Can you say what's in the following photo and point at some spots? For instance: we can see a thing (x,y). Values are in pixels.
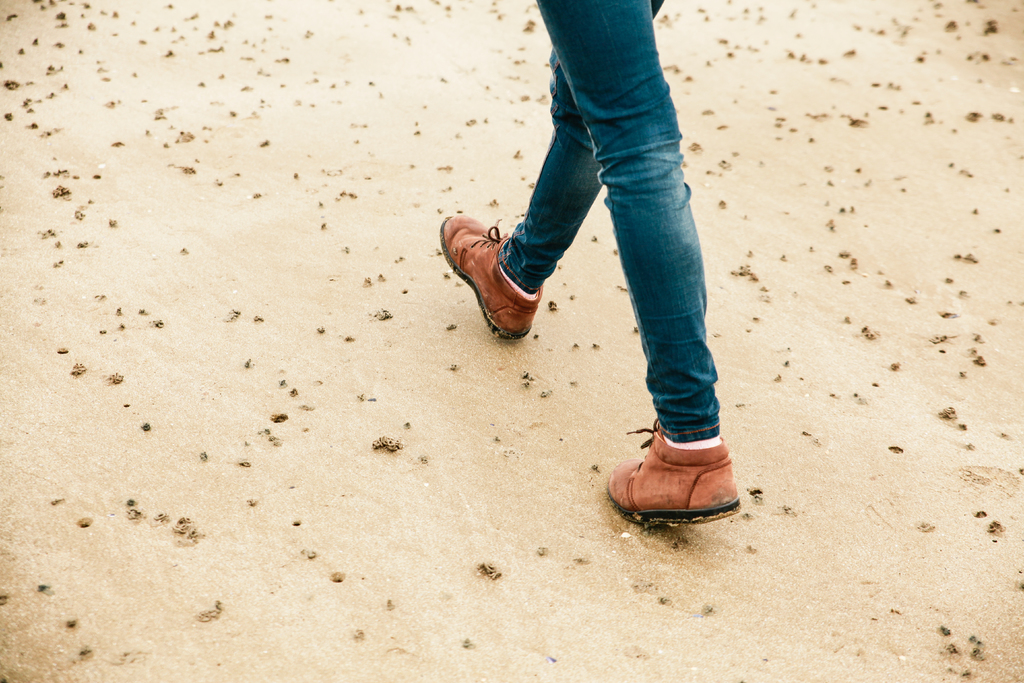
In this picture I can see the person's leg (683,210) who is wearing jeans (633,192) and brown color shoes (684,512). At the bottom (750,521) I can see the sand (231,458).
